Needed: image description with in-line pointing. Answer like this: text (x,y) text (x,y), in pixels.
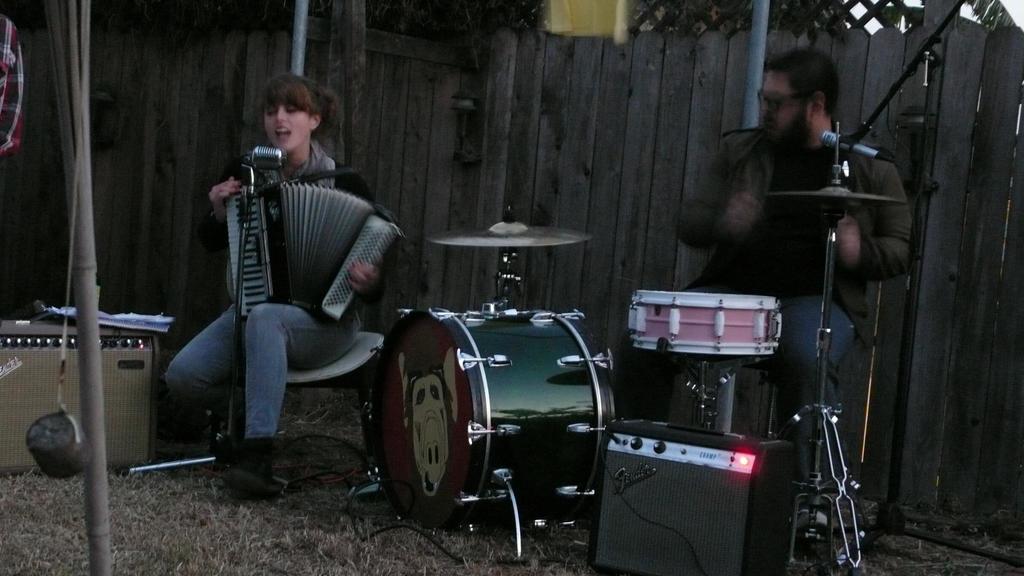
In this image I can see two persons (774,158) playing musical instruments (432,518). In the background (613,159) I can see a wall (539,84). I can see few musical instruments (485,487) placed on the ground (457,543).
